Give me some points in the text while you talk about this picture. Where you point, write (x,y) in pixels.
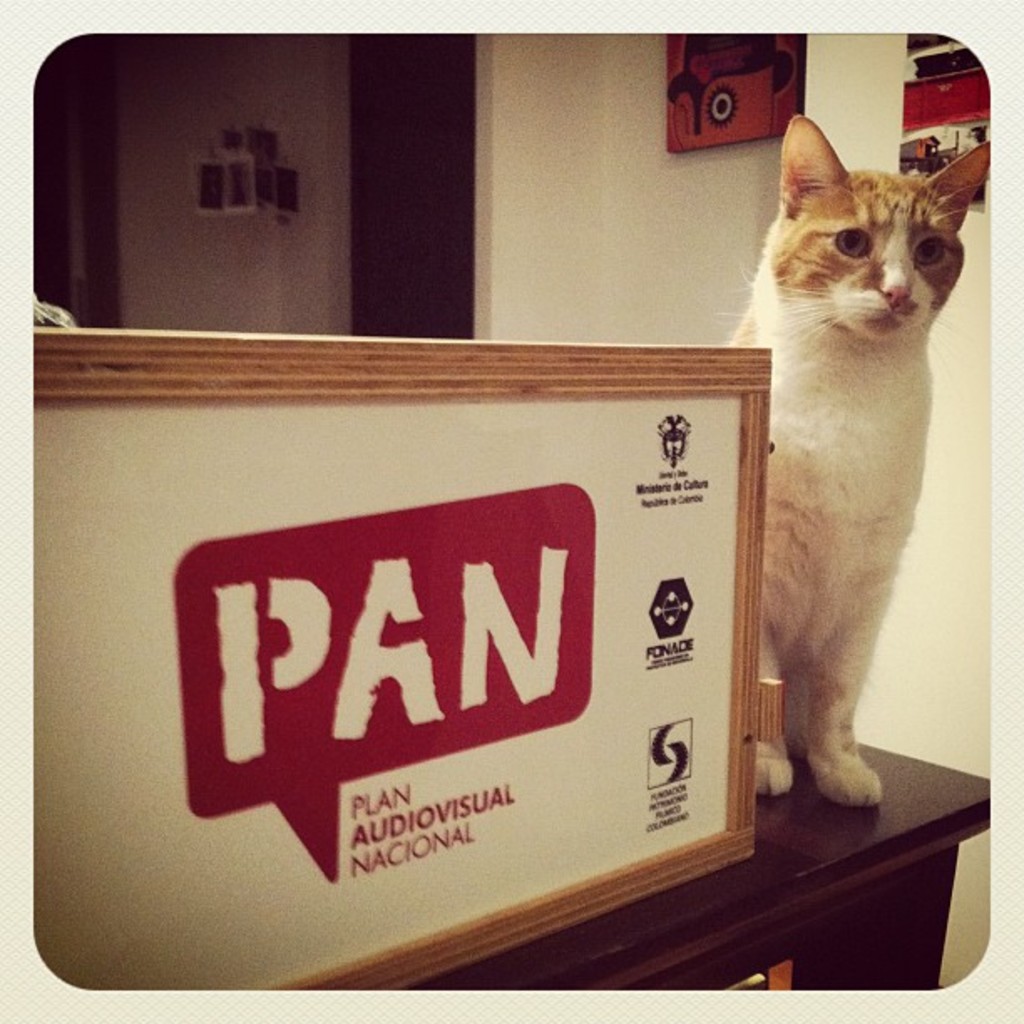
In the foreground of this image (743,604), there is a wooden box (468,733) like an object (678,809) and a cat (854,731) on a table (817,898). In the background (757,96), there are frames (765,84) on the wall (569,189) and few more objects (267,160) in the background (214,189).
